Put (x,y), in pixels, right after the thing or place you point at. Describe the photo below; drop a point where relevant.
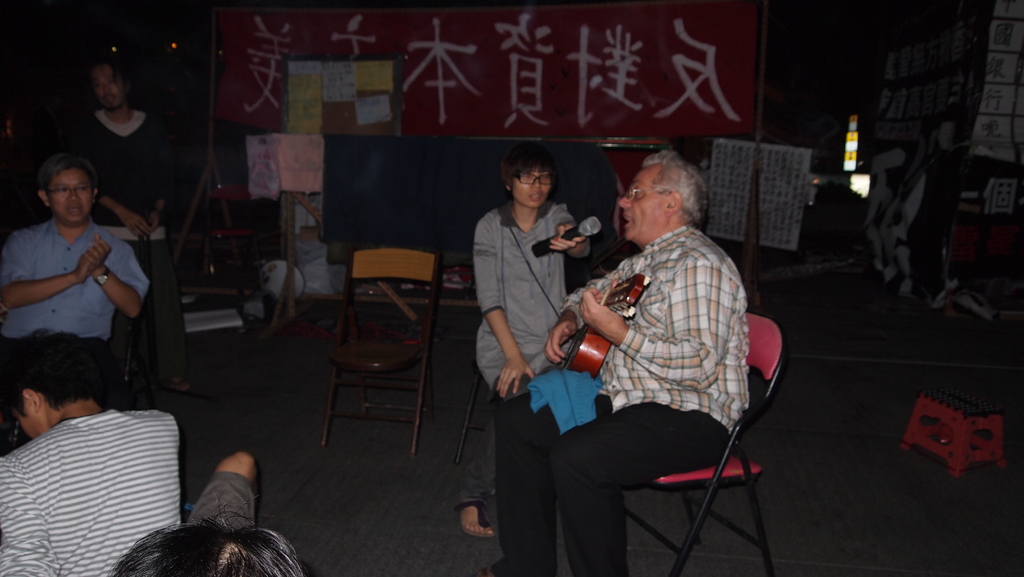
In this picture I can see a person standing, three persons (42,236) sitting on the chairs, a person (653,228) holding a guitar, another person (530,278) holding a mike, there are two persons (52,552), there are papers (290,127), boards (471,73), a stool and some other objects (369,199).
